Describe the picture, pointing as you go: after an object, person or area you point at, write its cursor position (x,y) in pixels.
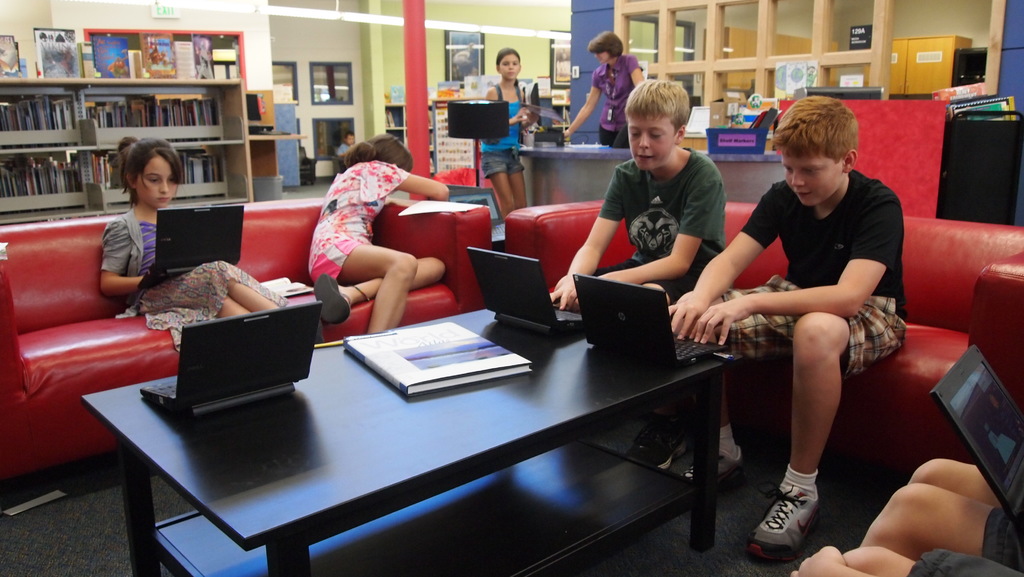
This 4 persons (710,226) are sitting on a red couch (135,324). On this table (501,437) there is a book (508,372) and laptops (266,332). This rack (187,143) is filled with books (212,105). Above this rack (198,131) there are pictures (98,50). These 2 persons (624,121) are standing. Far there are cupboards (929,60). A pictures (561,55) on wall (437,46). On this table (753,173) there are things (712,145).
